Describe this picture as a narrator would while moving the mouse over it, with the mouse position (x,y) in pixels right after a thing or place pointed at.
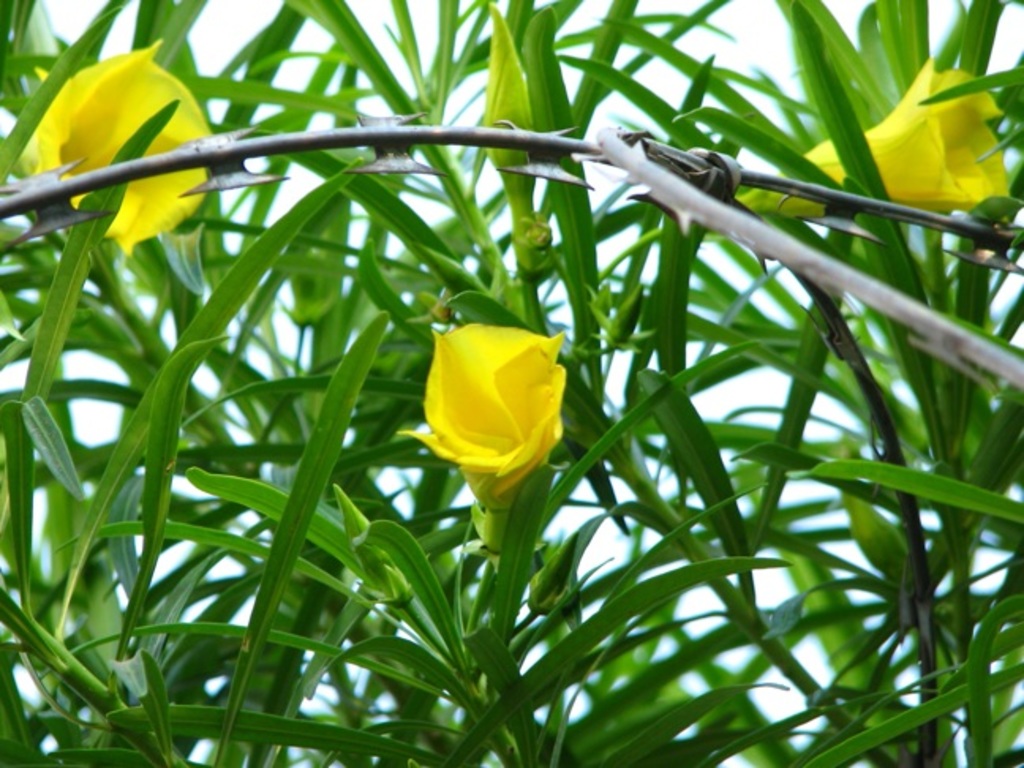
This image is taken outdoors. In this image there is a plant (504,453) with green leaves (641,425) and yellow flowers (118,131).
